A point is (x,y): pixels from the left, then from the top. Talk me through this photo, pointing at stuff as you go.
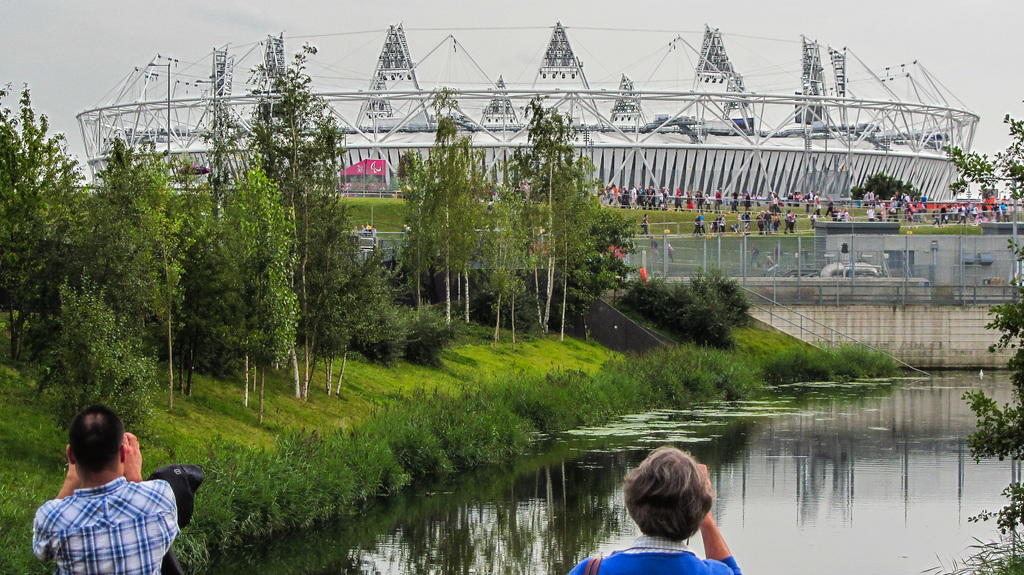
In this picture there is a building (96,168). In the foreground (710,527) there are two persons (692,516) standing. At the back (941,187) there is a building (430,139) and there are group of people (617,203) behind the fence (806,300) and there are trees (503,300). At the top (654,30) there is sky (927,27). At the bottom (919,454) there is water (950,413). At the back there is a hoarding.
